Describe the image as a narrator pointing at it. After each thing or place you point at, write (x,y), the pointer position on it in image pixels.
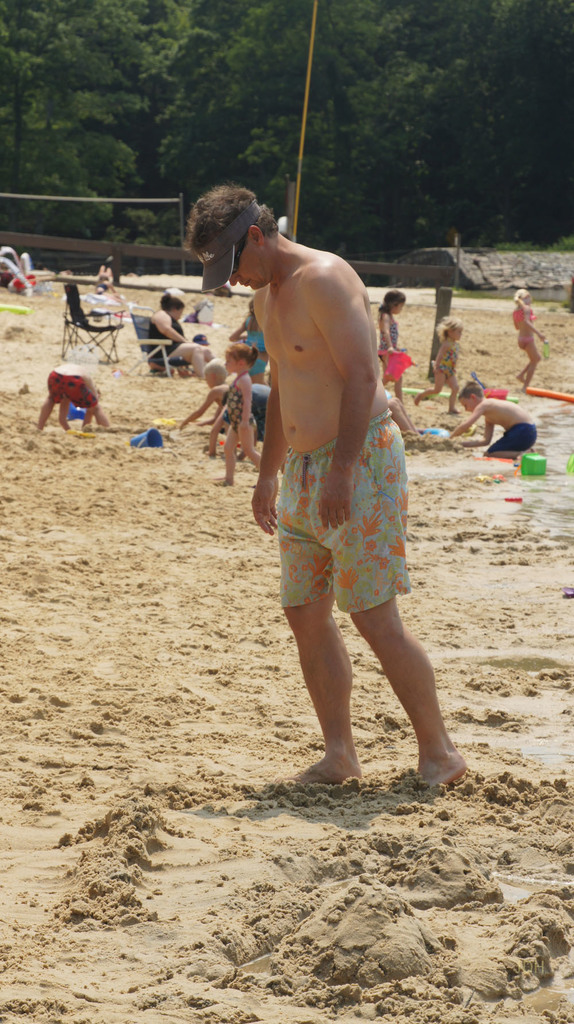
In the picture there are many people (71,377) on the sand surface (235,594). some of the kids (241,398) were playing with the sand (127,395), behind them there is a person (157,330) sitting on the chair (167,357) and there is a man (365,351) standing on the sand (174,527) in the front (347,685). In the background (310,105) there are many trees (417,118).
